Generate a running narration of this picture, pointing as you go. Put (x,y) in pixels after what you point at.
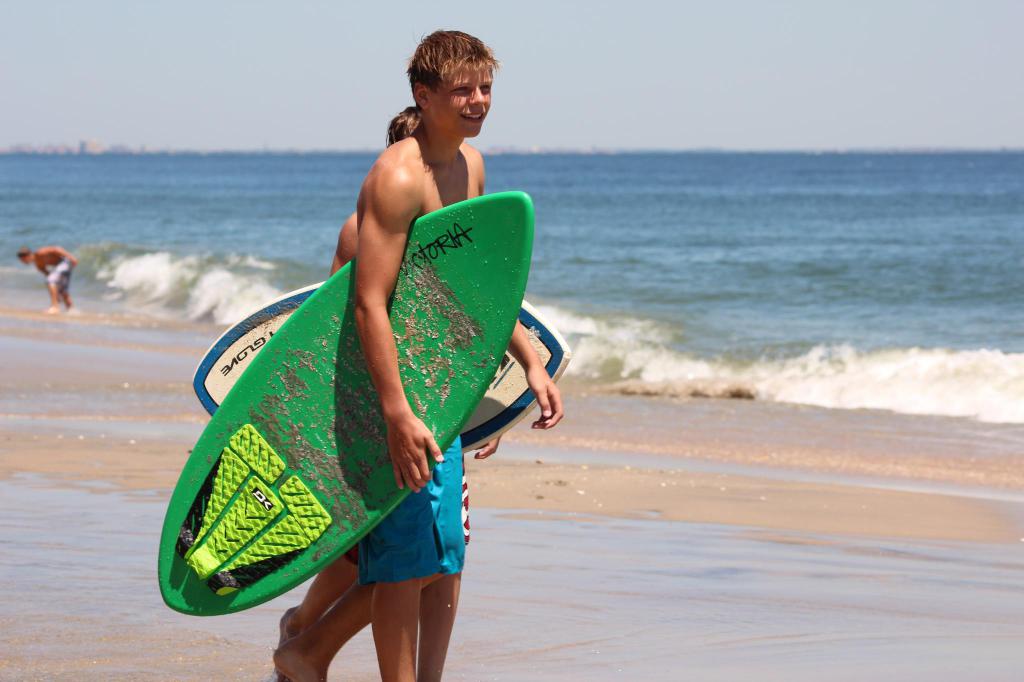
In the image we can see there are people (406,511) who are holding surfing board (367,434) in their hand (394,458). At the back (744,298) there is ocean (623,287).
